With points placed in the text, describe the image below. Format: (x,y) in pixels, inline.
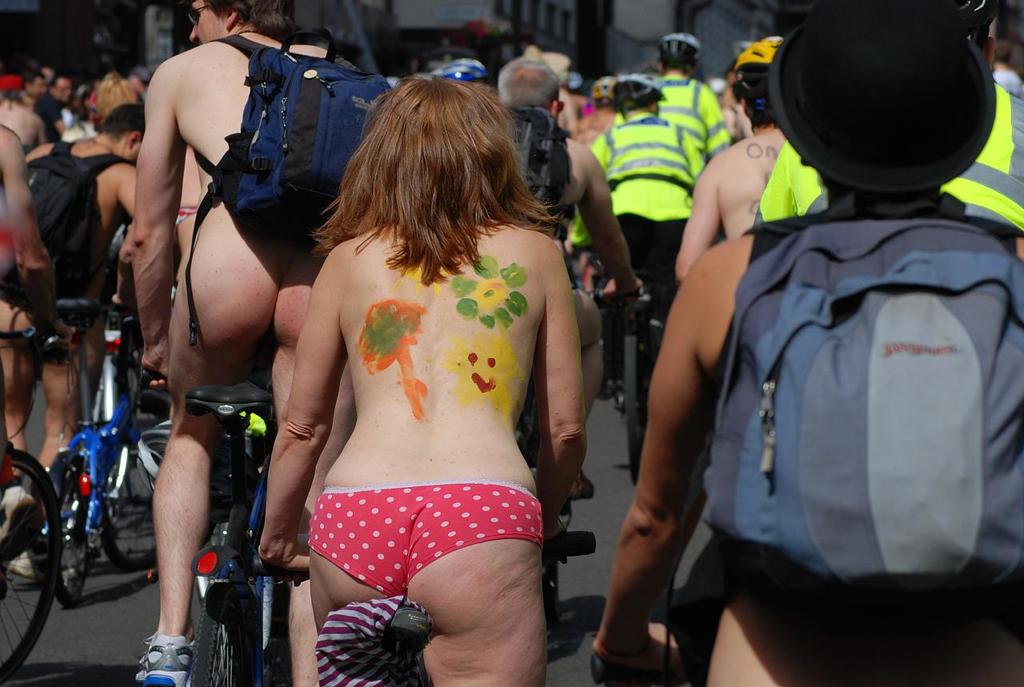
In this image there are group of people (434,148) riding a bicycle (632,332) with an uniform (642,151) a helmet (640,102). The man (240,113) is carrying a backpack (314,135) and the woman (445,456) is riding a bicycle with a water paint (499,368) on a body (490,361).
